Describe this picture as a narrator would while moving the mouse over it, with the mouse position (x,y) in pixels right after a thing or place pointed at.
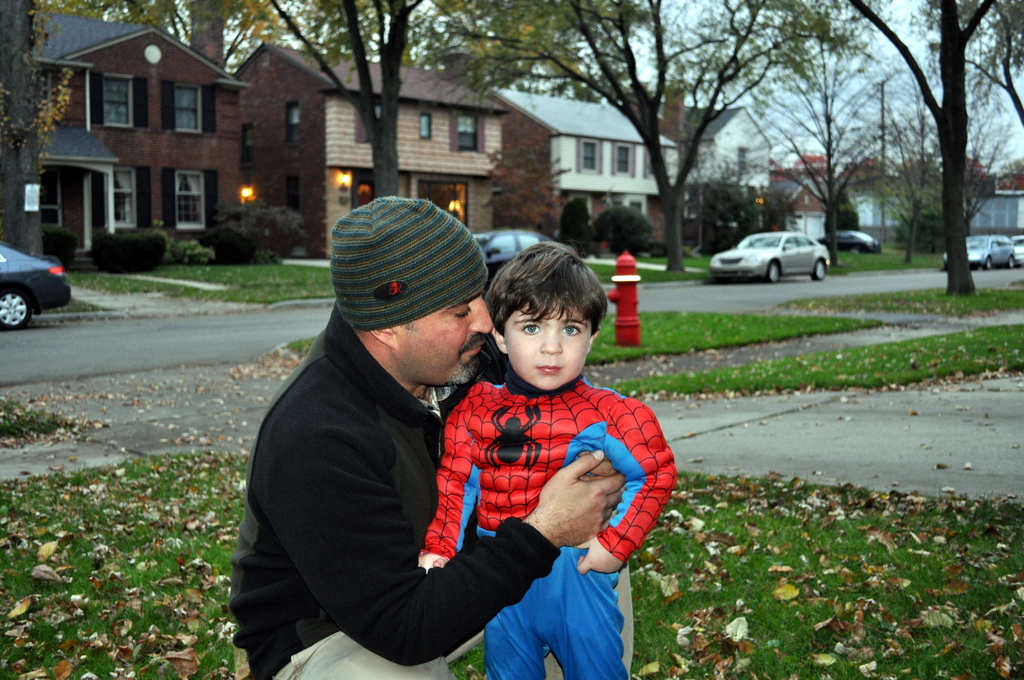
In this picture I can see a man (344,648) and a boy (526,286), the boy (541,256) is in a fancy dress (537,667), there are vehicles (16,262) on the road (922,280), there is a fire hydrant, there are plants (152,245), trees (381,188), there are buildings (1012,182), and in the background (816,46) there is the sky (983,46).
